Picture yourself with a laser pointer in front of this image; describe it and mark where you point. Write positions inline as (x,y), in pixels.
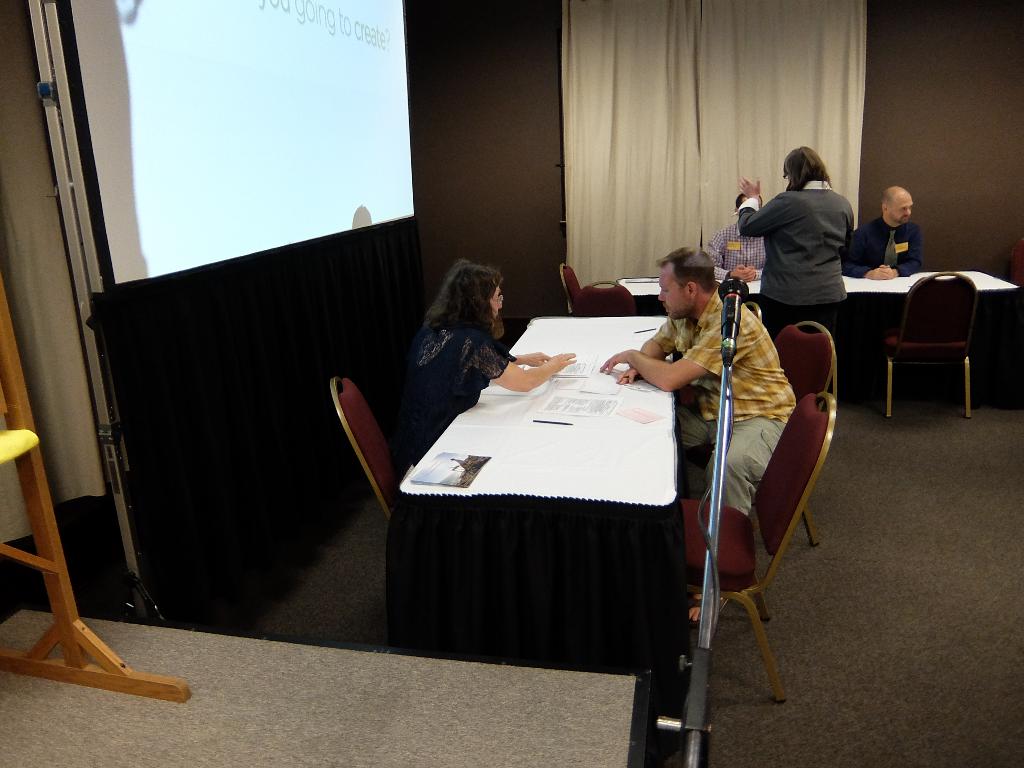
This picture shows couple of people (511,367) seated on the chairs (825,453) and a woman (772,239) standing we see few papers (574,399) on the table (582,482) and we see a projector screen (253,222) on the left (190,225).
